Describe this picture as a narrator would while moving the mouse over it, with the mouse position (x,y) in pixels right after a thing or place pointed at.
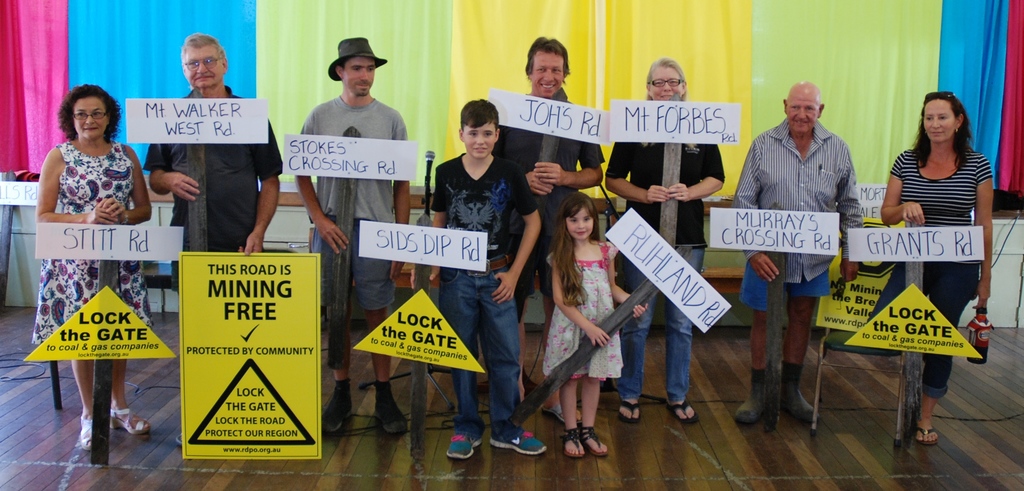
In this picture we can see a group of people (889,213) holding name boards (195,124) with their hands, standing on the floor (616,430) and smiling and in the background (617,202) we can see the wall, mic (428,217), clothes (391,99) and some objects (833,303).
